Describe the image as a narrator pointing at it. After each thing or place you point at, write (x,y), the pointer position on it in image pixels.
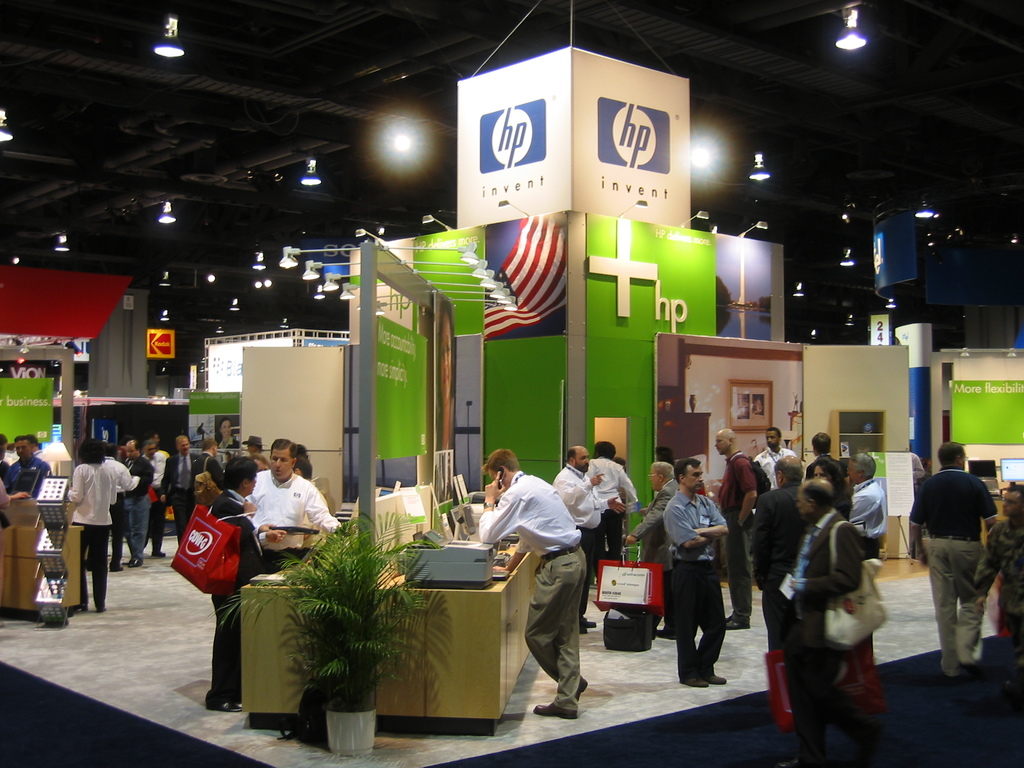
On top there are lights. Persons (874,492) are standing. These are stalls (385,483). In-front of this table (417,613) there is a plant (336,631), on table (412,625) there are devices (474,542). This person (667,482) is holding a luggage (618,623).
